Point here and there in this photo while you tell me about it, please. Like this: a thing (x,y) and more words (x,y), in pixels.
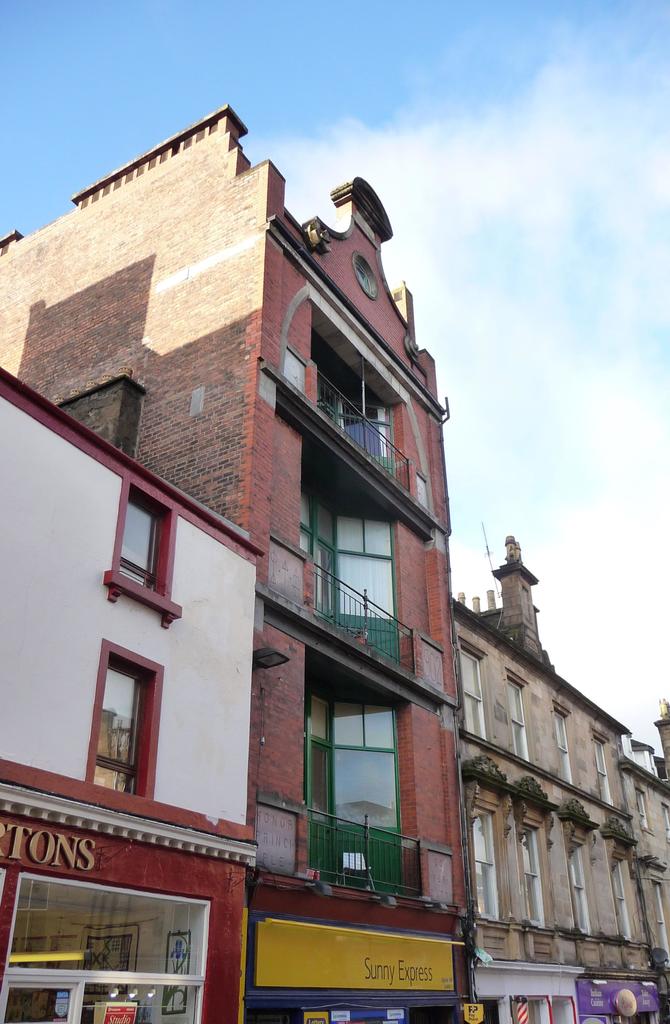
In this image, we can see there are buildings (383,498) which are having windows (146,578) and hoardings (293,934) on the walls (509,986). In the background (569,612), there are clouds (441,145) in the sky (243,27).
